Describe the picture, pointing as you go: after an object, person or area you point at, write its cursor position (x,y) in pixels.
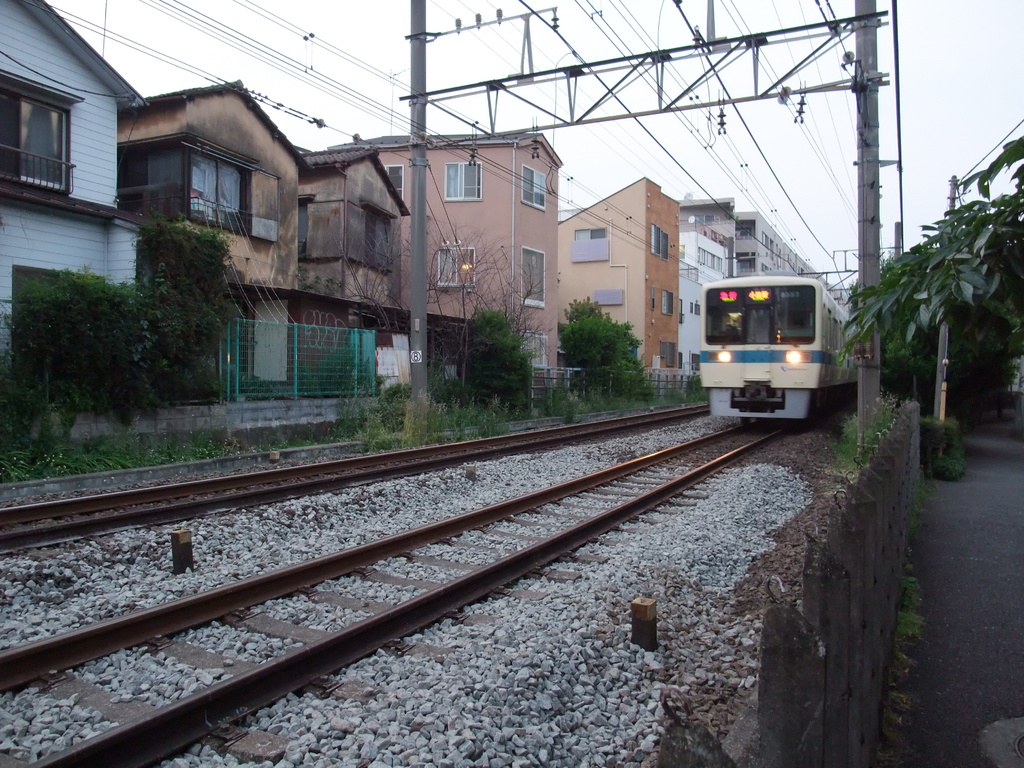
In this image there is a train (741,366) moving on the railway track (448,524). There are stones (612,611), railway tracks (333,464) and grass (197,450) on the ground (396,597). Beside the tracks (560,499) there are electric poles (413,326). To the right (941,562) there is a road (976,530). To the left (98,244) there are buildings (405,232) and plants (159,305). At the top (943,67) there is the sky (833,118).
